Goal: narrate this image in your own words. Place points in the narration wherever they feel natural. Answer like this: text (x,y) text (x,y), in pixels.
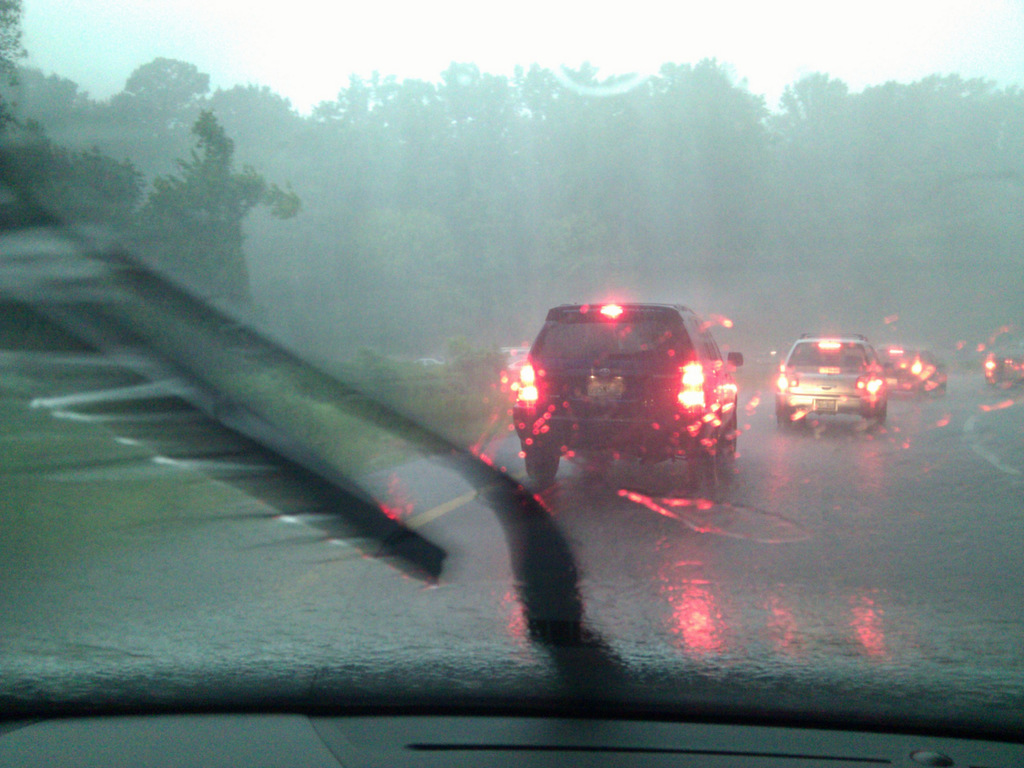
In this image I can see some vehicles (720,411) on the road (784,535). In the background (549,252), I can see the trees (555,174).
